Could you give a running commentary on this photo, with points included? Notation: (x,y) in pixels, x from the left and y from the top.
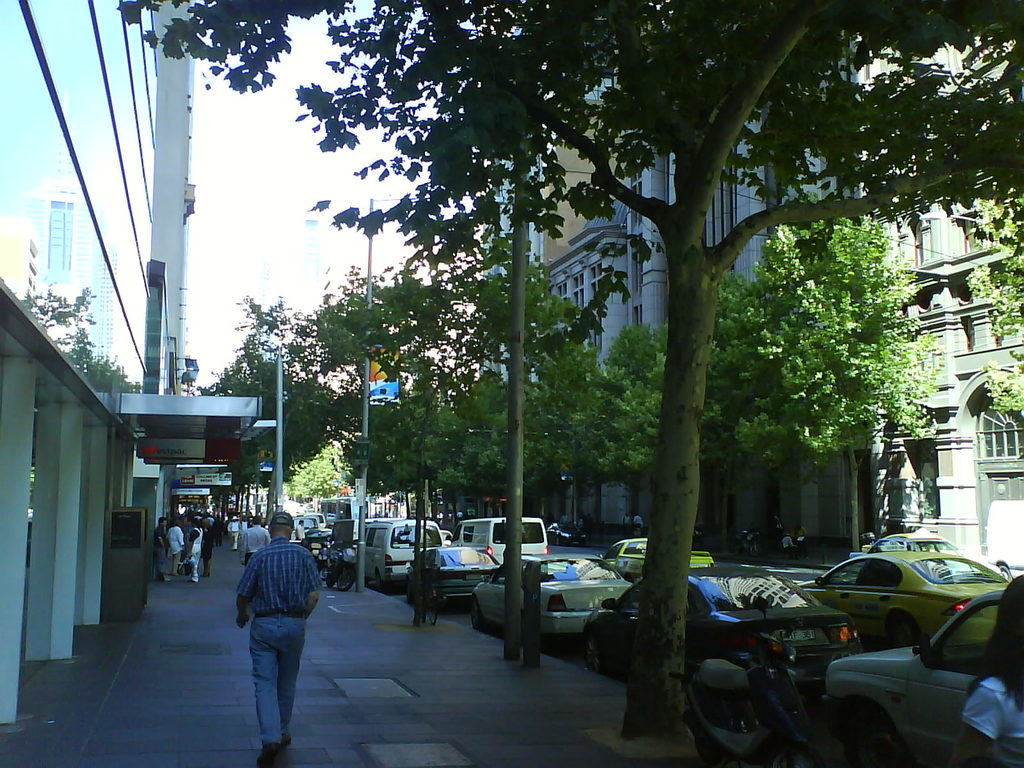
In this image on the right side (955,391) and left side (15,452) there are some buildings (140,414), trees (471,420), poles (519,464) and in the center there are some vehicles (757,622) on a road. On the left side (290,674) there are some people (284,579) who are walking on a footpath (206,629), and at the top of the image (267,154) there is sky (221,171).
